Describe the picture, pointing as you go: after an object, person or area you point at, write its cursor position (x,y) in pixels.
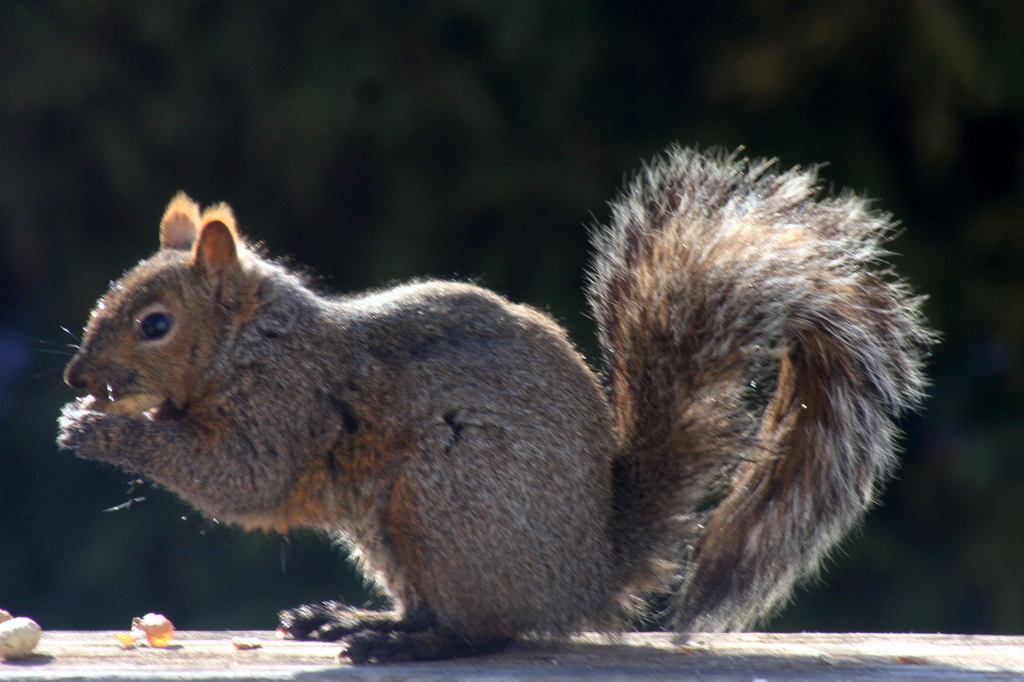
In the middle of the image (517,350), there is a squirrel (295,358) holding an object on a surface (664,639), on which there are some objects (1,609). And the background (16,55) is dark in color.
